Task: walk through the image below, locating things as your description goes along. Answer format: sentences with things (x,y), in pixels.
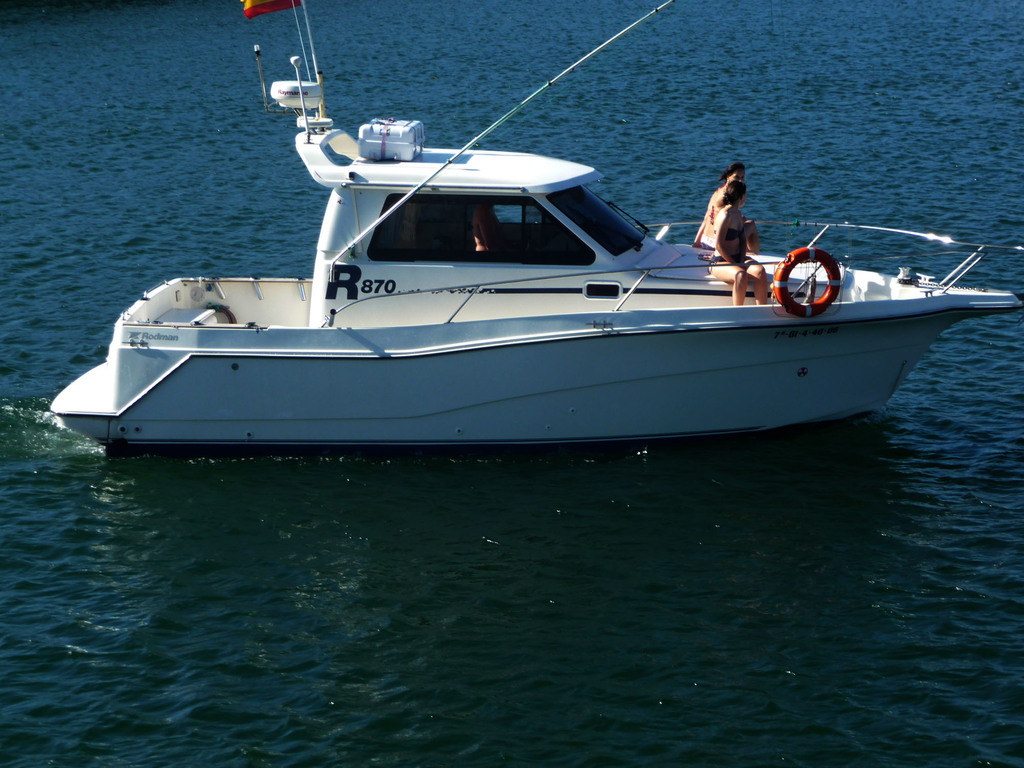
In the center of the picture (524,358) there is a yacht (363,429), on it there are people (736,242). In this picture there is a water body (647,100).
